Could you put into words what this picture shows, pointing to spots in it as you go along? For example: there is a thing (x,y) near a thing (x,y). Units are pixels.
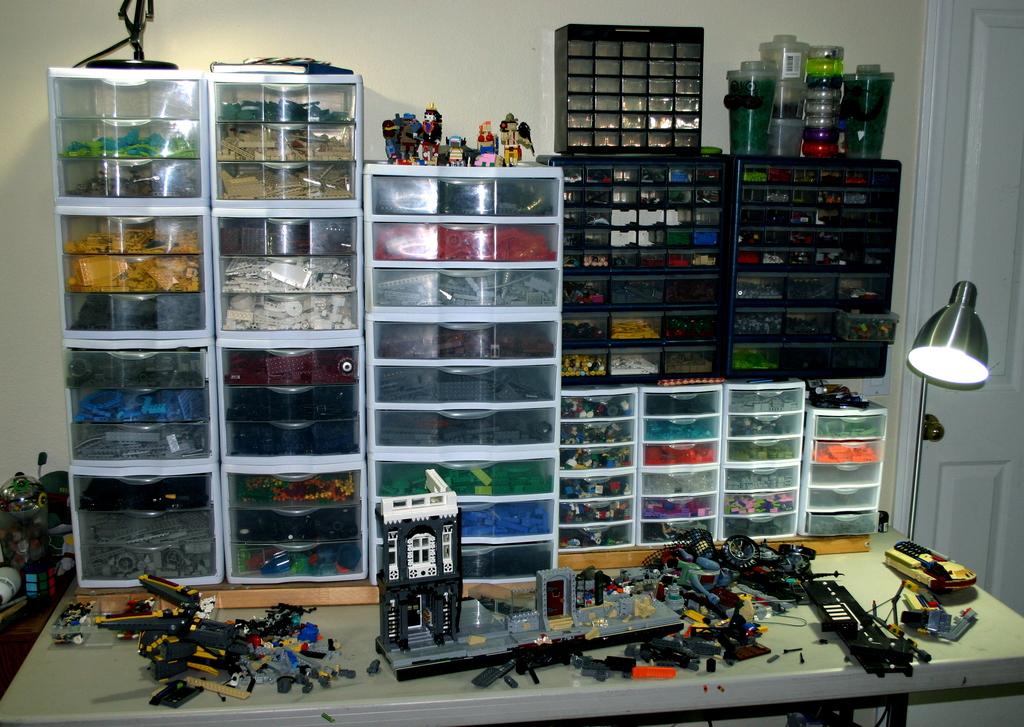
In this picture we can some puzzle games (385,632) and toys (609,658), placed on the white table (269,697). Behind we can see some puzzle blocks (495,277) in the plastic boxes (493,348). Behind there is a white wall (180,45).
